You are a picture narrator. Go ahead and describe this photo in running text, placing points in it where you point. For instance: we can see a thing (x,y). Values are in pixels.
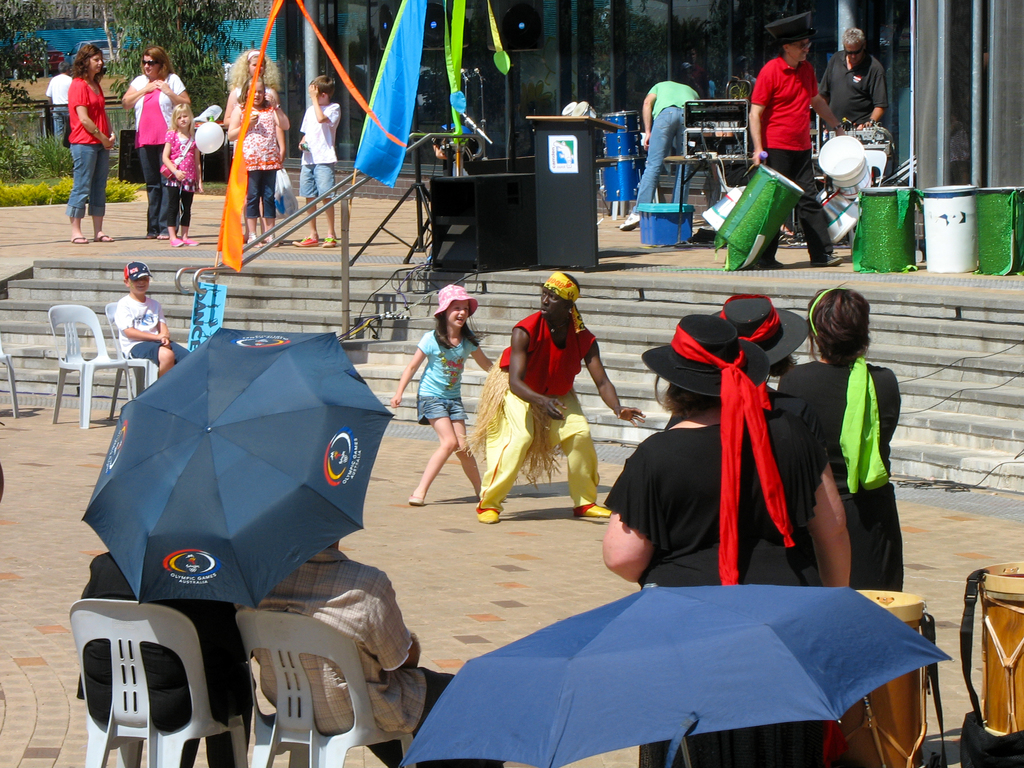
In this picture there are two persons (377,588) sitting on the chair (281,619) under an umbrella (272,537). There are three women (758,397) standing. There is a man (527,379) and a girl (455,369) dancing. There is a boy (142,334) sitting on the chair (114,336). There are group of people (261,138) standing to the left side (189,126). There is a man (756,91) holding a musical instrument (829,145). There are two men (854,72) at the background (863,40).
